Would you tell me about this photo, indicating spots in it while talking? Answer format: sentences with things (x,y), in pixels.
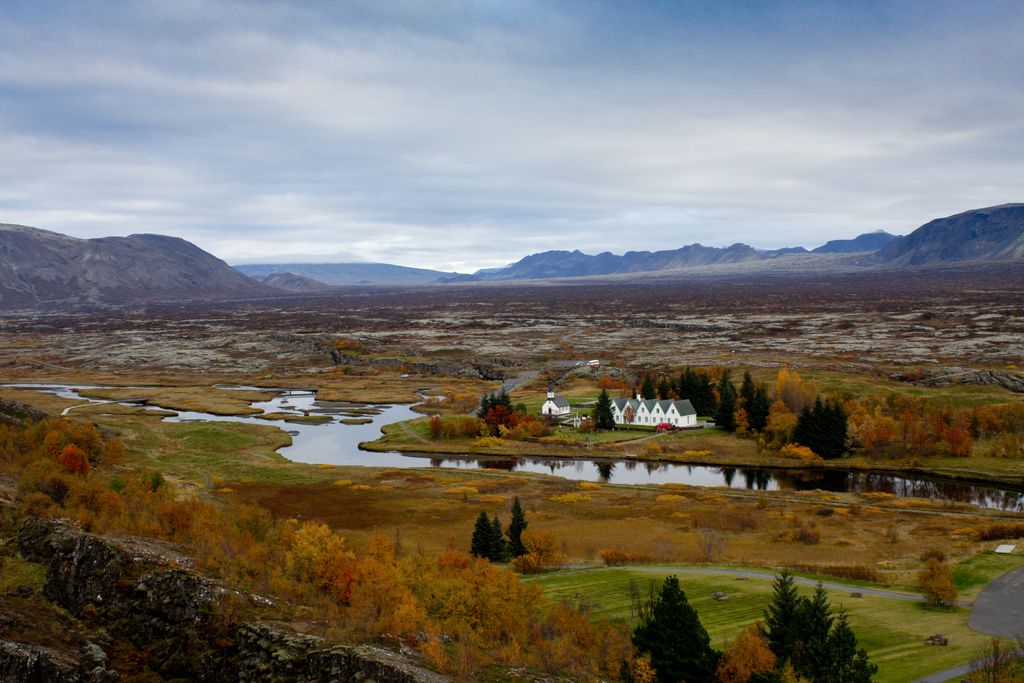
In this image we can see vast land (729,562) and a river (423,456). Behind the river (577,461) houses (675,409) and trees (743,400) are there. Background of the image (955,251) mountains (794,263) are present. Bottom of the image (478,616) trees (478,616) are there. Top of the image (447,37) sky (681,95) is present with clouds (553,77).
